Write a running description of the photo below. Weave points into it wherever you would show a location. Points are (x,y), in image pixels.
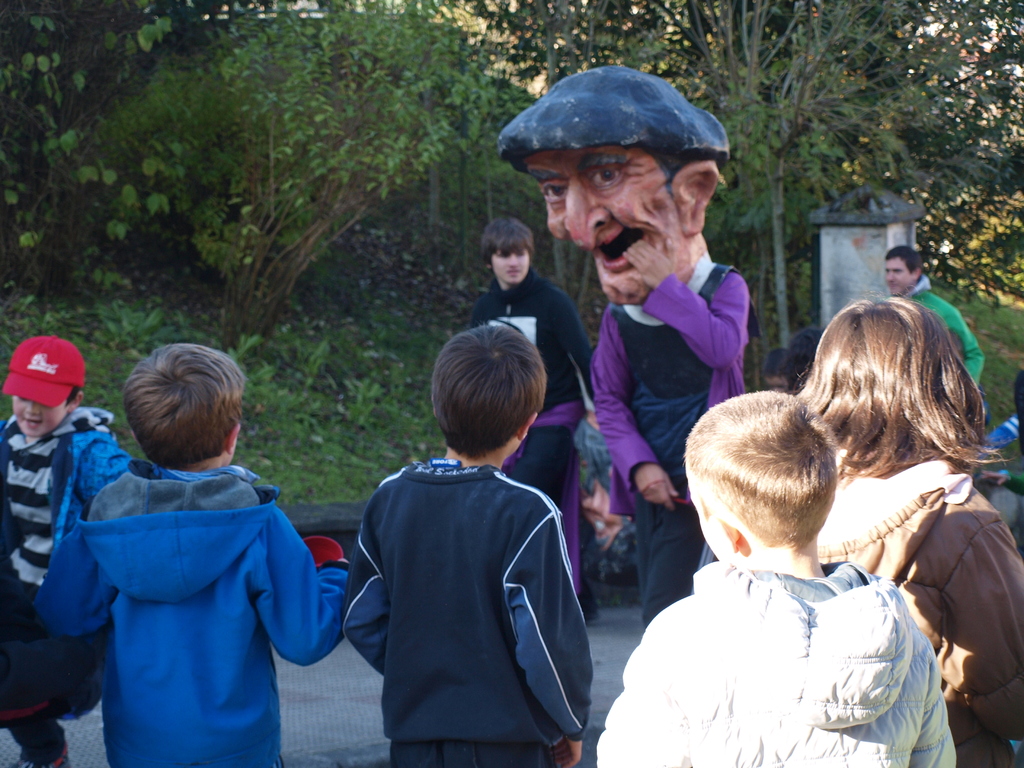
In this image I can see few children (177,577) wearing jackets (281,600) are standing on the ground (599,677) and a person (643,355) wearing costume (662,293) is also standing on the ground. In the background (569,396) I can see two persons (522,324) standing, few trees (943,71) which are green in color, a concrete structure (878,191) and the sky (990,1).
